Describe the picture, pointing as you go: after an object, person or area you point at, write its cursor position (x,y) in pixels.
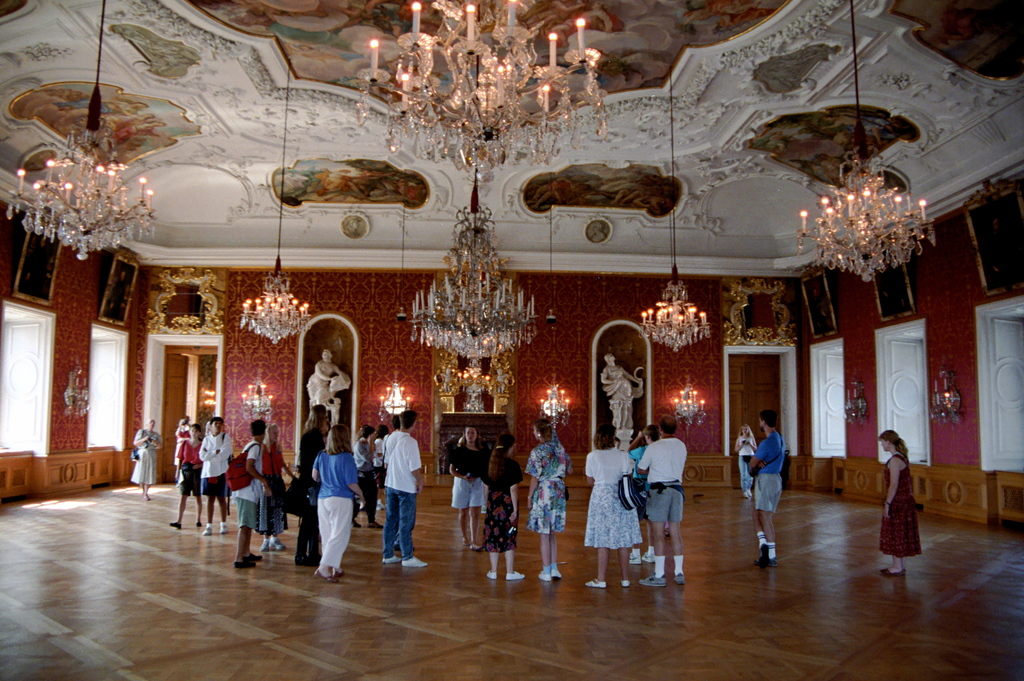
In this image we can see some group of persons (488,513) standing in a room (441,518) in which there are some chandeliers (443,320), paintings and some sculptures (351,377).
